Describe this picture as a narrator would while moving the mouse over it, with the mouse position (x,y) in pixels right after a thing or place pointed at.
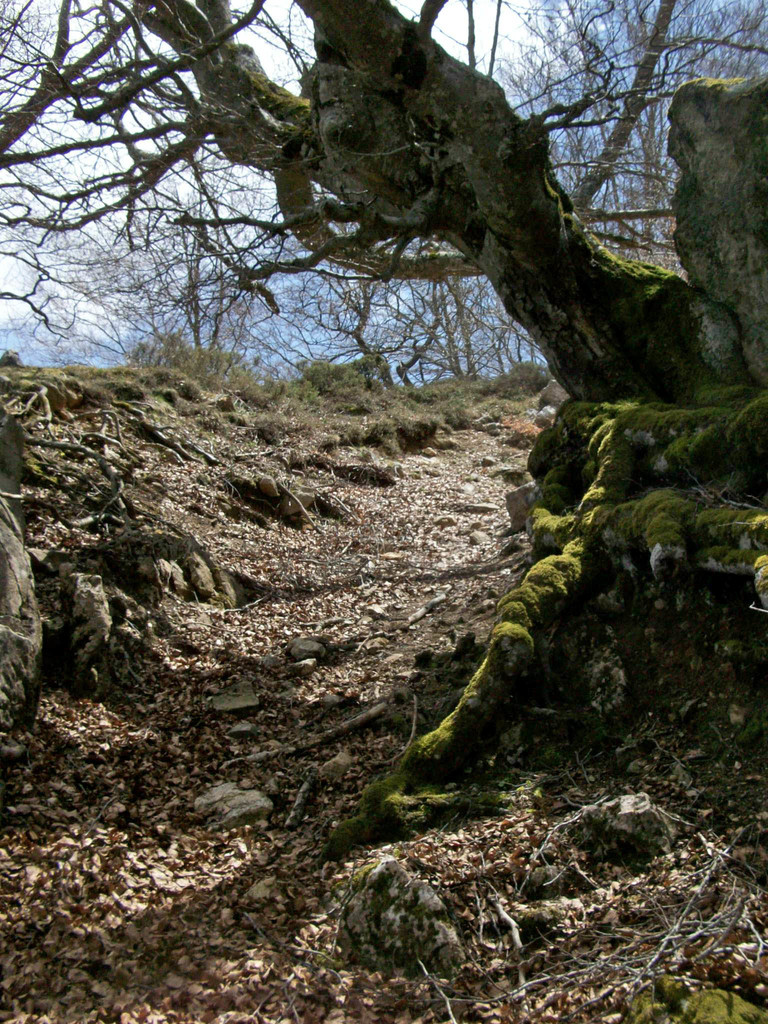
At the bottom of the picture (190,839), we see dried leaves (259,823) and twigs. On the right side (555,504), we see a tree (520,225). In the background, there are trees (418,316).
